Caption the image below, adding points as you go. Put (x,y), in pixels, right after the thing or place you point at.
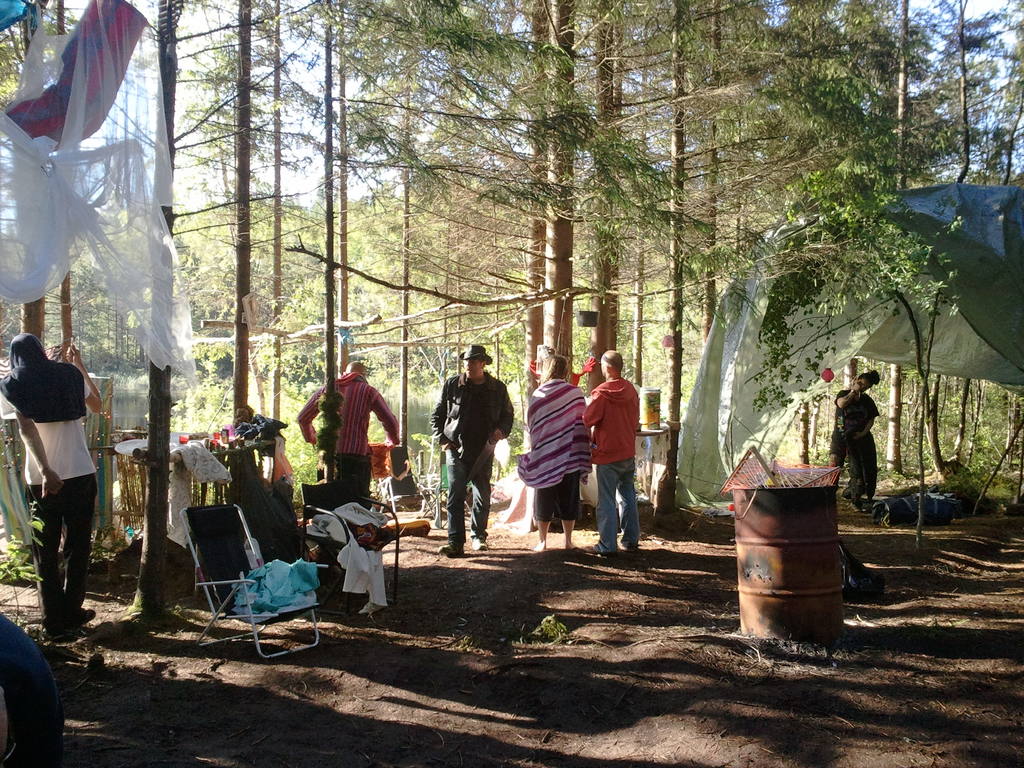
In this picture I can observe some people (439,439) standing on the land (719,645). On the right side (772,599) I can observe a drum (763,563). I can observe some chairs (337,502) on the left side (210,525). In the background (199,255) there are trees (295,255) and sky (304,109).
